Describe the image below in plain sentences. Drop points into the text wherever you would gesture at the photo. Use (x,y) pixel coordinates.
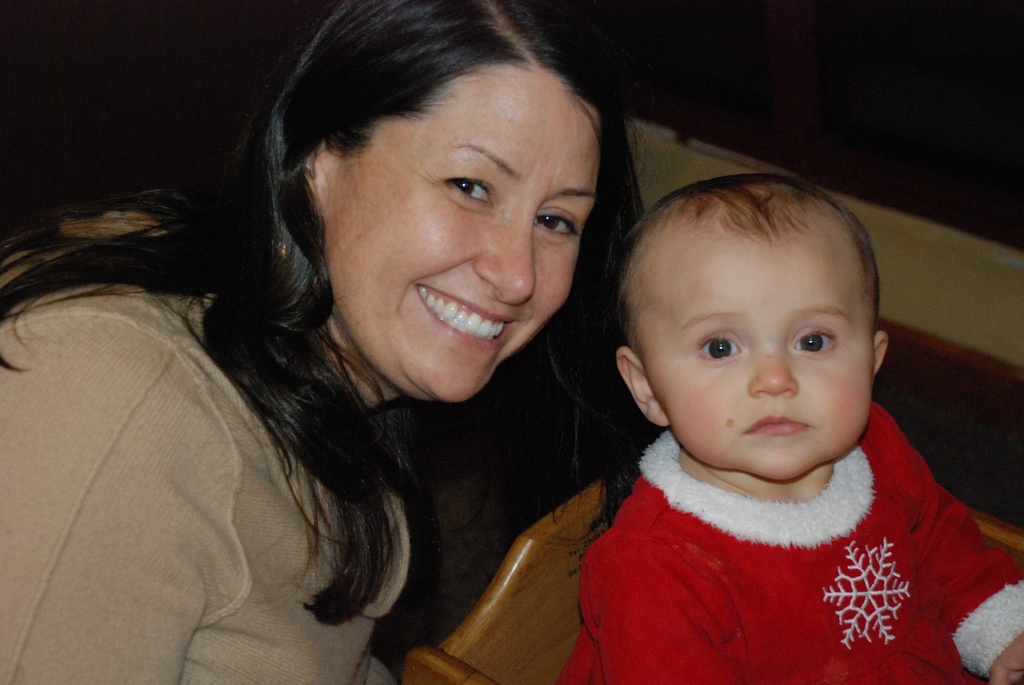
In this picture I can observe a woman (335,338) and baby (731,563). Baby (726,521) is wearing red color dress (707,573). Woman (377,415) is smiling. The background (879,40) is partly dark.
